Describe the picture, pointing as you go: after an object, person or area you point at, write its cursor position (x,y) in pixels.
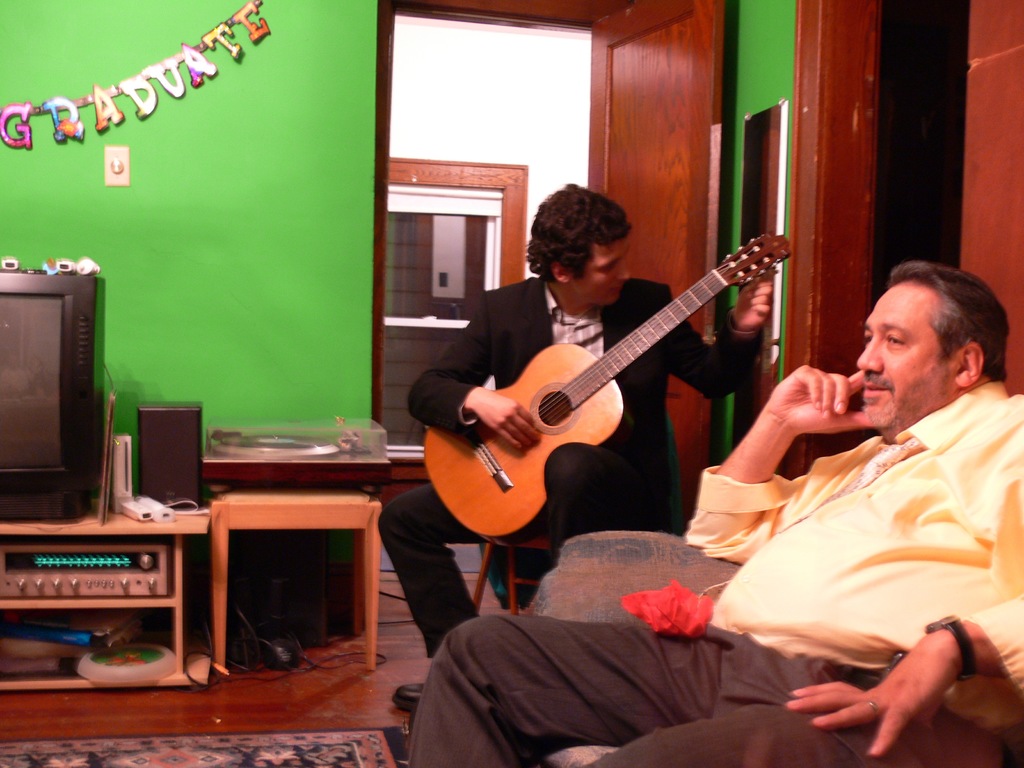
In the image we can see there are people (688,534) who are sitting on chair (549,615) and a man (638,388) is holding guitar (728,287) in his hand (771,299) and on the table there is tv (93,448), speaker (145,453), record player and on the wall (114,193) it's written "Graduate".
